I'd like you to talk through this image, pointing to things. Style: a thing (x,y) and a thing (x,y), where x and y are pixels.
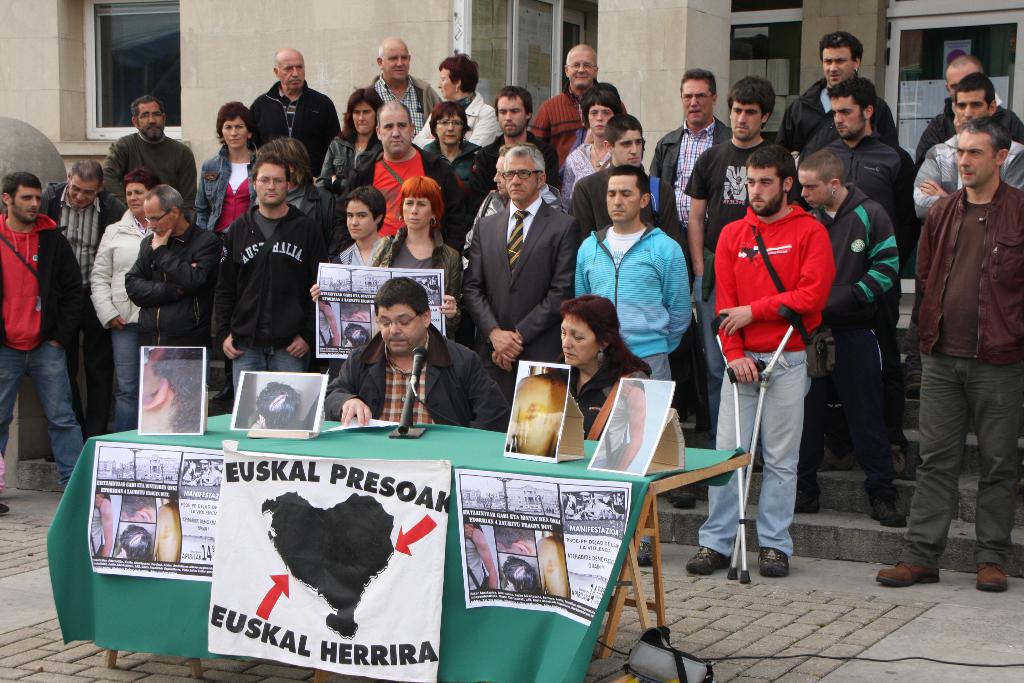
This picture is clicked outside. In the foreground (419,372) we can see the two people (616,357) sitting on the chairs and we can see the posters (322,398) containing the depictions of persons (289,415) and depictions of some objects (540,383) are placed on the top of the table (378,436) and we can see a microphone (416,395) is placed on the top of the table (437,443) and we can see the posters (205,562) containing the depictions of people (504,546) and the depictions of some other objects (345,517) and text (575,526) are hanging on the table cloth (537,644). In the center (535,259) we can see the group of people (927,140) standing on the stairs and the group of people (45,332) standing on the ground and we can see a person (397,258) holding a poster (360,302) and standing. In the background (203,14) we can see the building (686,38). On the right (766,254) we can see a man (752,247) wearing a sling bag (809,336), standing on the ground (681,602) and holding the hand sticks (736,378).
